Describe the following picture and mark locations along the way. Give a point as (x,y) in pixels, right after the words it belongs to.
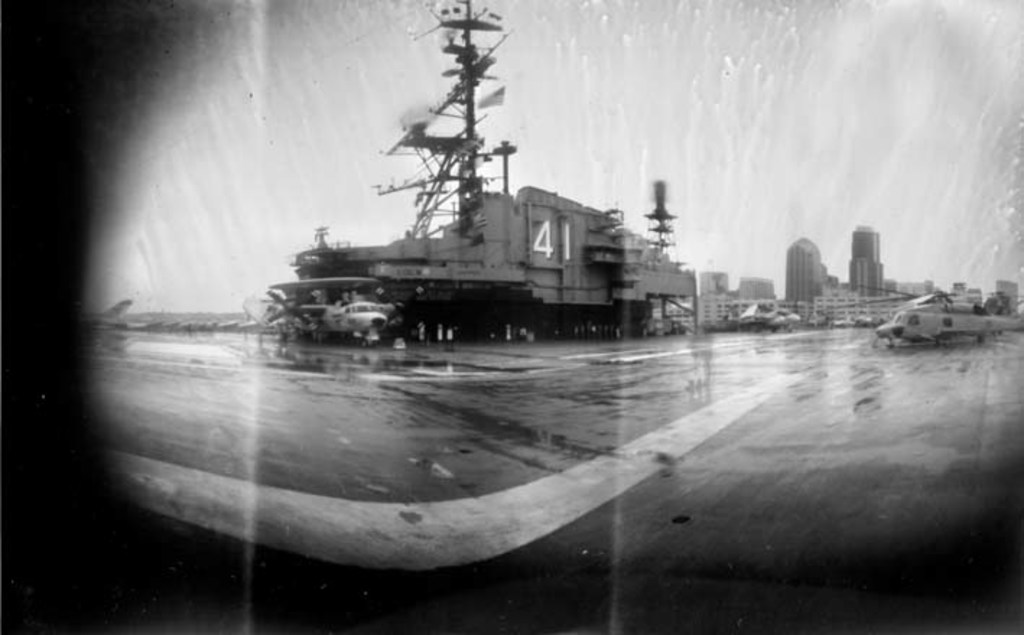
In this image we can see some air crafts (927,327), there are buildings (755,295), towers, also we can see the sky (609,150) and the picture is taken in black and white mode.
